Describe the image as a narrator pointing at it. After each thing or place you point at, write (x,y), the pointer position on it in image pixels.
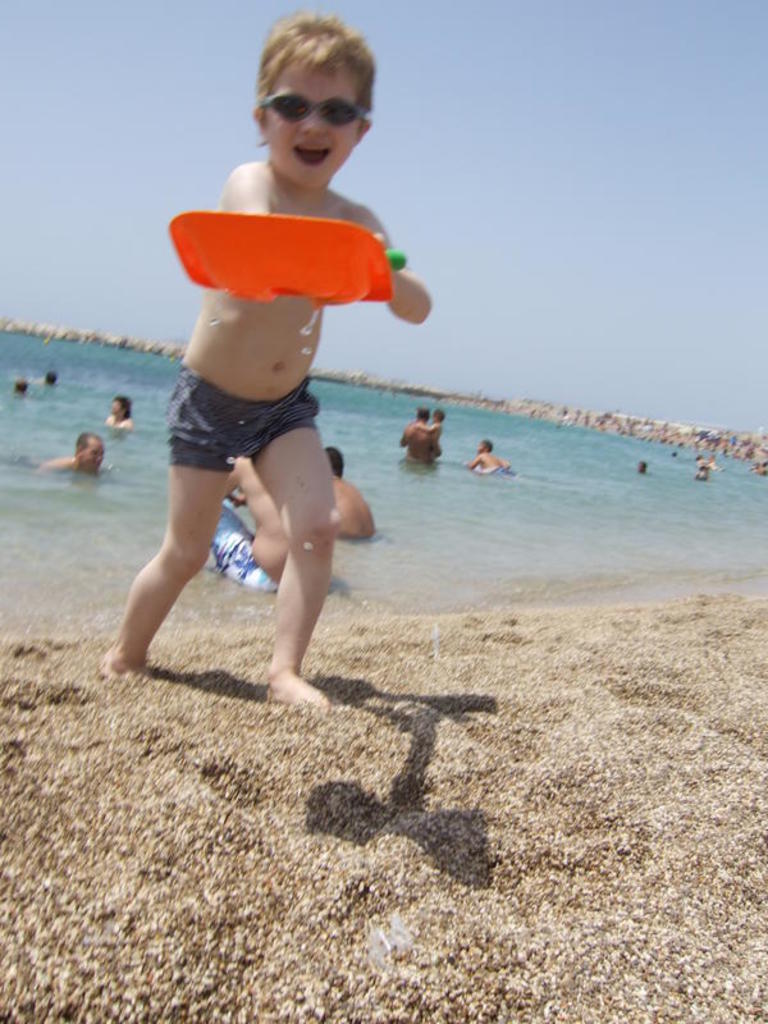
In this picture there is a small boy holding a orange color toy (291,228) in the hand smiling and running towards the camera. Behind there is a group of men (363,517) and women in the seawater (537,477). In the background (560,411) we can see some rocks (556,408).
